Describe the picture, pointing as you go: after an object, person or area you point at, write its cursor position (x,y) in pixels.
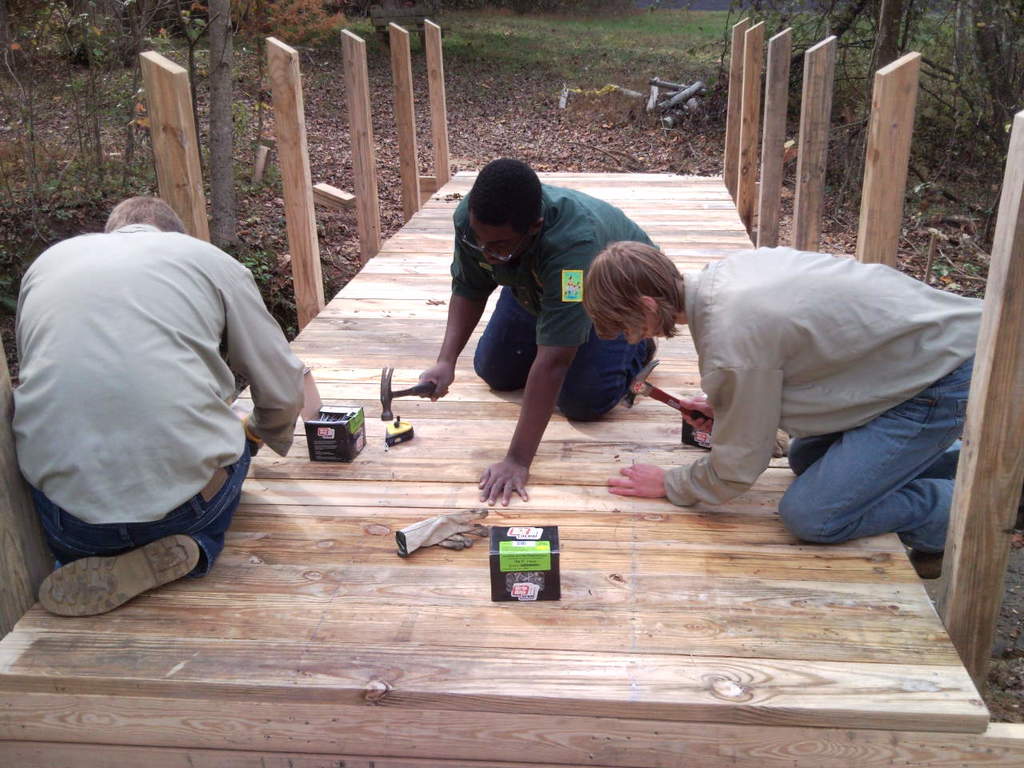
In this image we can see three persons (491,494) and two of them holding the hammers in their hands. We can also see three boxes (519,601) and a glove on the wooden floor (386,468). On the backside (452,107) we can see some plants (146,46), bark (223,44) of a tree (213,20), wood (352,126), grass (590,57) and the dried leaves (466,102).
